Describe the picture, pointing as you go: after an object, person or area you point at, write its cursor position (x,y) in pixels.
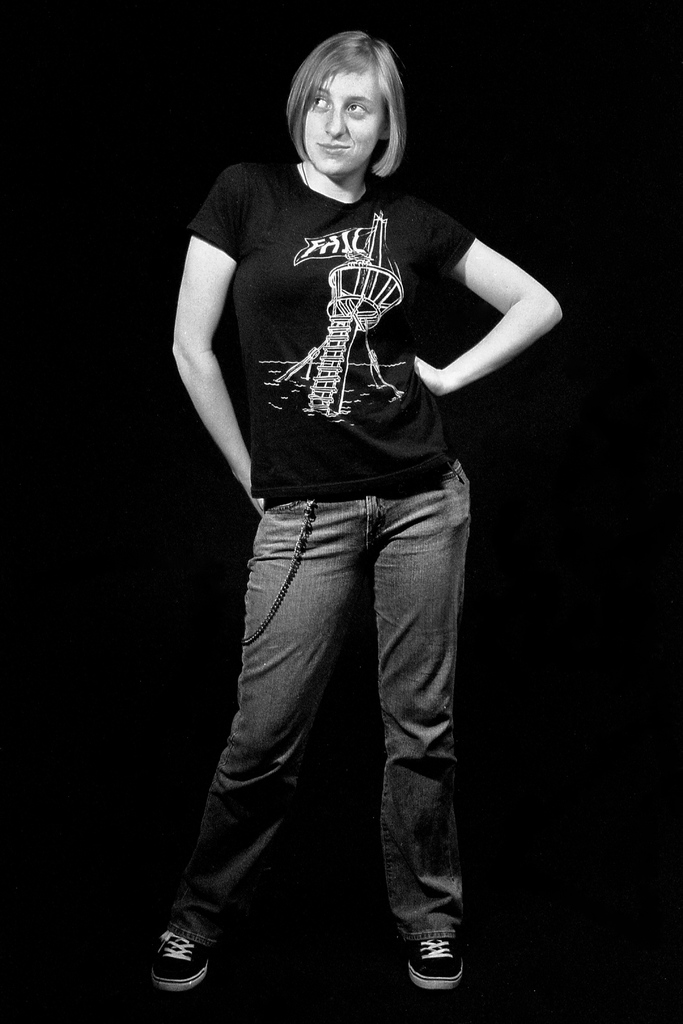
In this image we can see a person (312,524) wearing black color T-shirt (340,376), jeans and shoes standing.
